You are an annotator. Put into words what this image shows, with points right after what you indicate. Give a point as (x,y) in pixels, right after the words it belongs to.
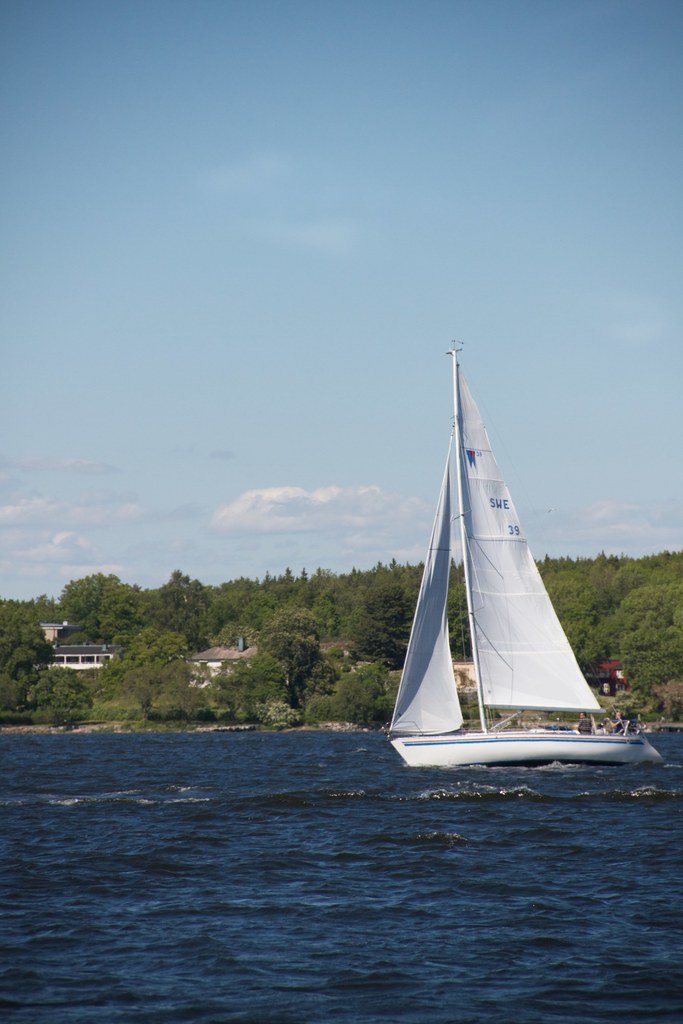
In this image, we can see a ship (604,738) with a few people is sailing on the water (319,749). There are a few houses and trees (335,672). We can also see a red colored object (613,673) and the sky (191,425) with clouds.
